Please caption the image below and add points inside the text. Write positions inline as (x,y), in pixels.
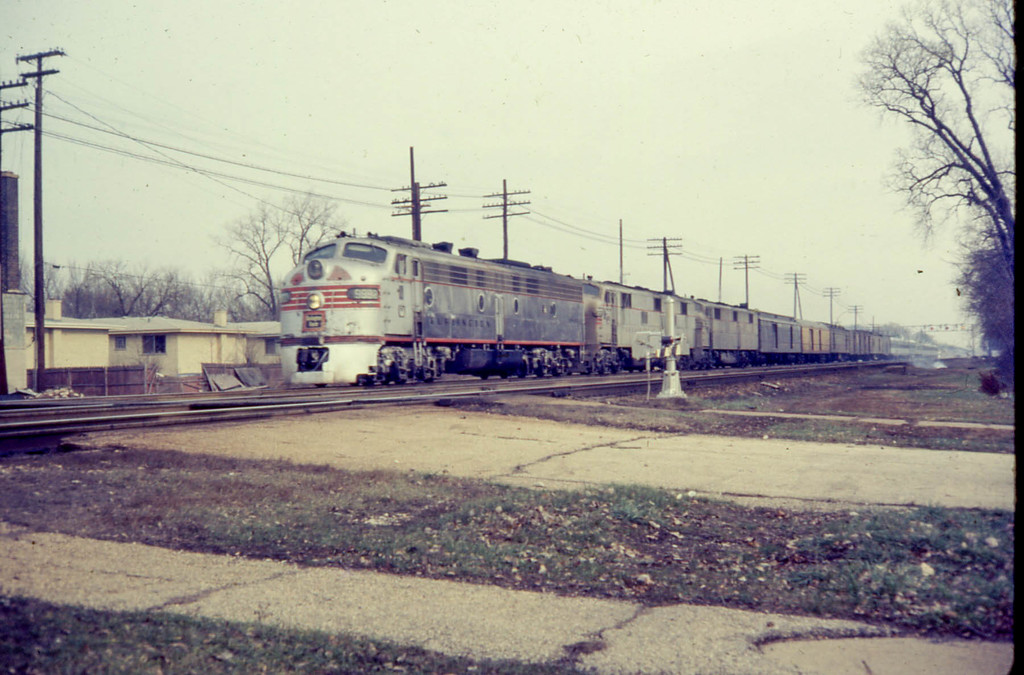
In this image, on the right side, we can see some trees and plants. In the middle of the image (459,344), we can see a train (531,352) moving on the railway track (536,389). In the background (41,377), we can see some houses (142,330), electrical pole (41,377), electrical wires (250,169), trees (194,301). On the top (672,139), we can see a sky (611,204), at the bottom (998,457) there is a railway track (188,405) and a land (413,627) with some stones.
